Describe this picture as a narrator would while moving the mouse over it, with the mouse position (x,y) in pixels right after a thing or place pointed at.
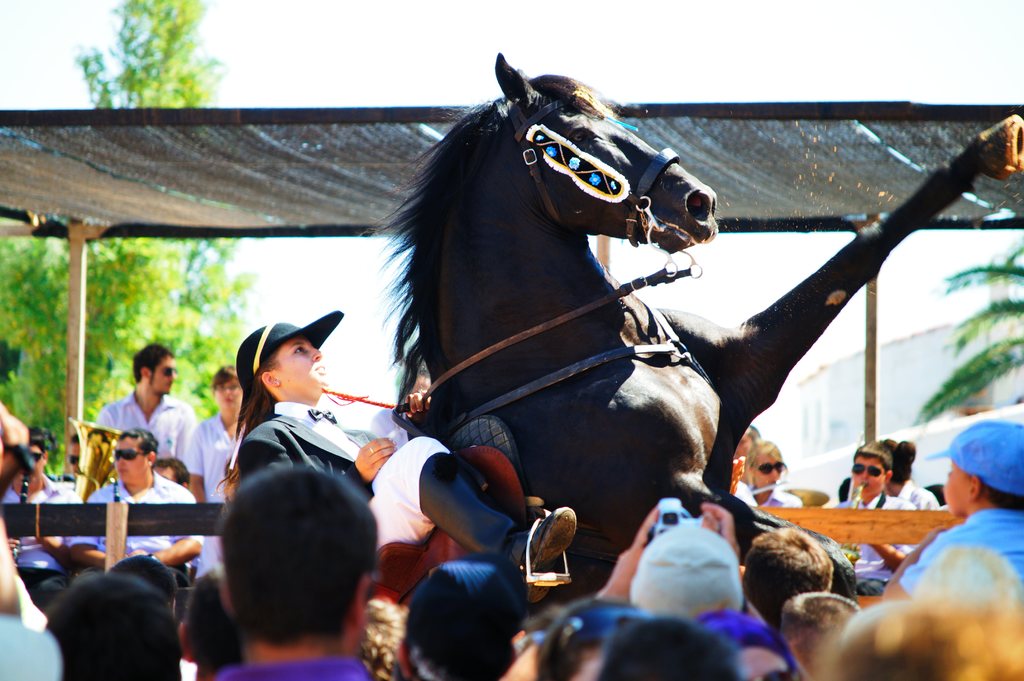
This picture describes about group of people (255,525) in the middle of the image (433,439) a woman (310,414) is riding a horse (463,359) in the background (142,182) we can see a tent (294,218), a building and couple of trees (123,272).
